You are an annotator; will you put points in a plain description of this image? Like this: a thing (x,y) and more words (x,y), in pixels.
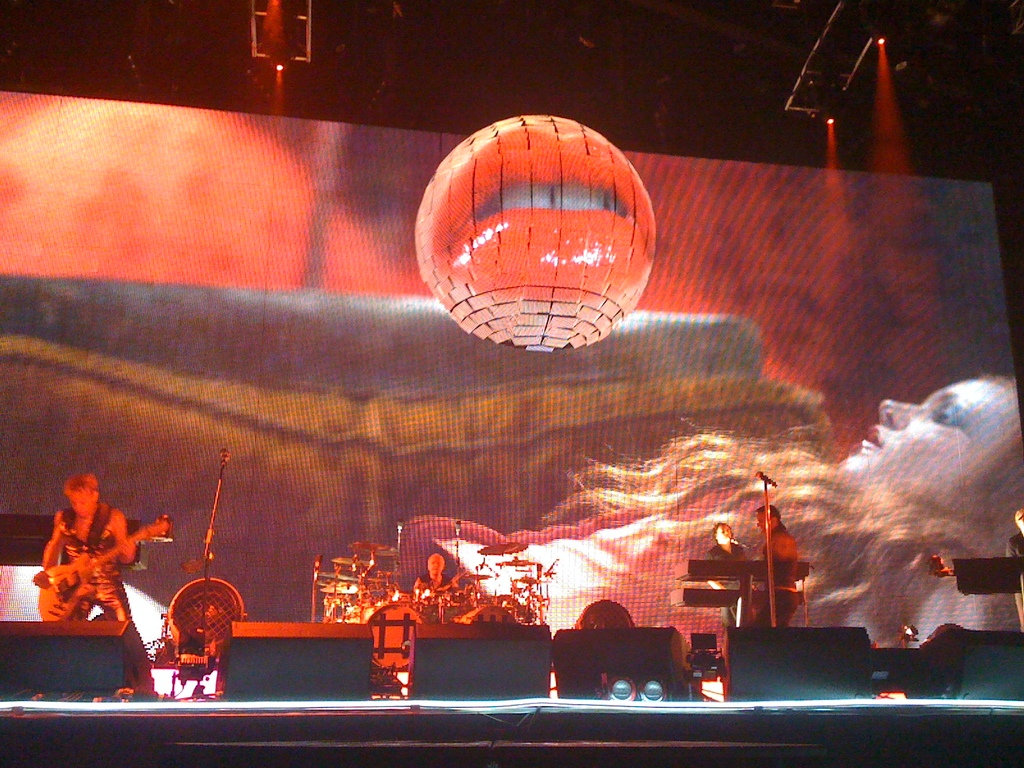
In this picture there is a man (96,582) who is playing a guitar (50,597). He is standing on the stage (390,724). In the center of the stage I can see the man (443,565) who is playing the drums (422,597). On the right (782,531) there are two people (773,547) who are standing near to the keyboards (756,563) and mic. In the background (676,406) I can see the screen (628,403). In that screen (487,532) I can see the woman face (1001,452). At the top (677,59) I can see the roof (642,59) of the shed (420,47). In the center of the picture (574,318) there is a balloon (505,226). At the bottom (256,682) I can see the speakers (838,679).
